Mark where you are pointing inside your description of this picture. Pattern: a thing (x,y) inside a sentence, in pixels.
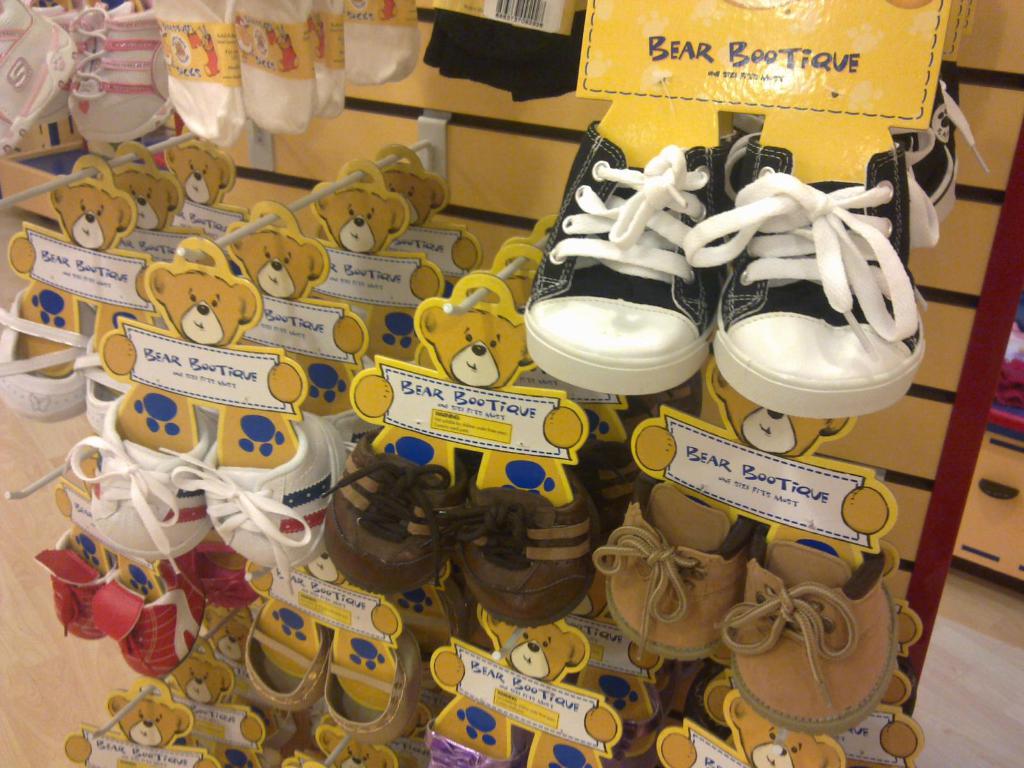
In this image I can see a metallic stand (1012,38) to which number of shoes (622,561) are hanged. I can see few teddy bear shaped papers (274,368) which are brown, white and blue in color. To the left bottom of the image (59,519) I can see the floor (37,533) which is brown in color.
